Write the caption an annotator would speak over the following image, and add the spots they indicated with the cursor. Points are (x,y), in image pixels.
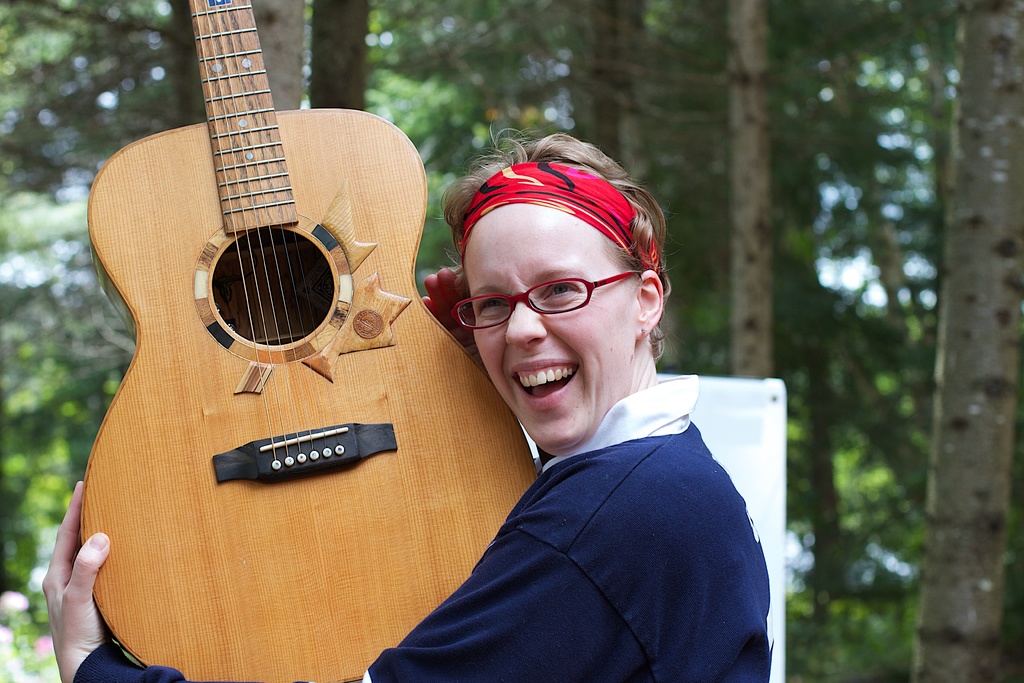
In this image I can see a person (531,351) smiling and holding guitar (211,451). In the background (423,62) there are some trees (845,257).
